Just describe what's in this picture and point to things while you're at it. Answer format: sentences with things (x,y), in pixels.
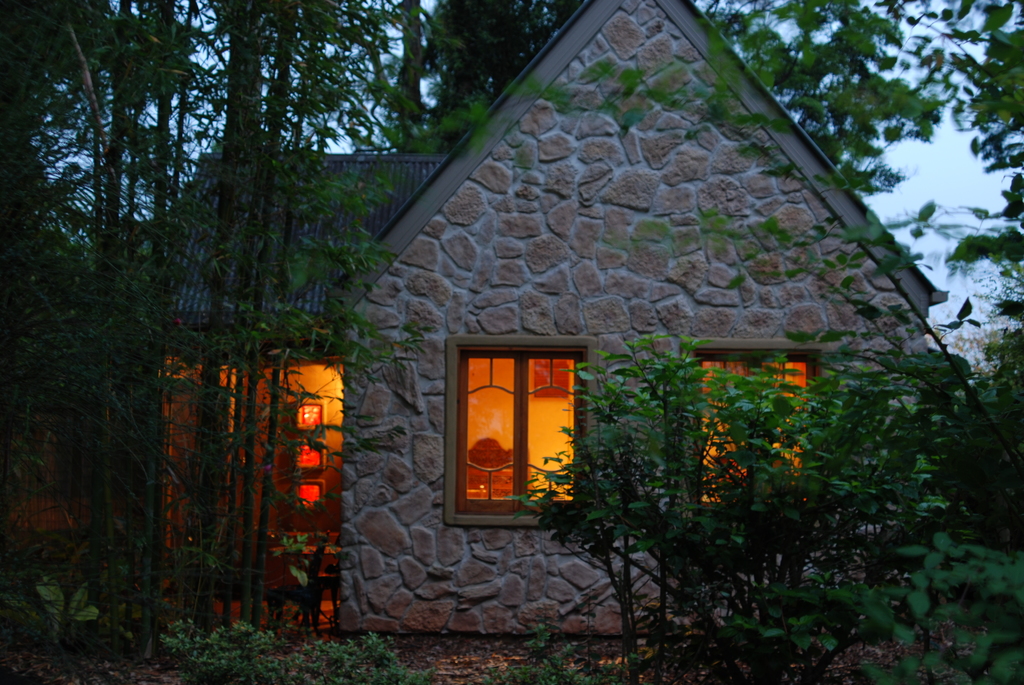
In the picture we can see some plants (550,681) behind it, we can see a house (581,610) with windows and inside we can see a light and beside the house (546,256) we can see trees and behind the house (783,197) we can see a part of the sky (906,184).
